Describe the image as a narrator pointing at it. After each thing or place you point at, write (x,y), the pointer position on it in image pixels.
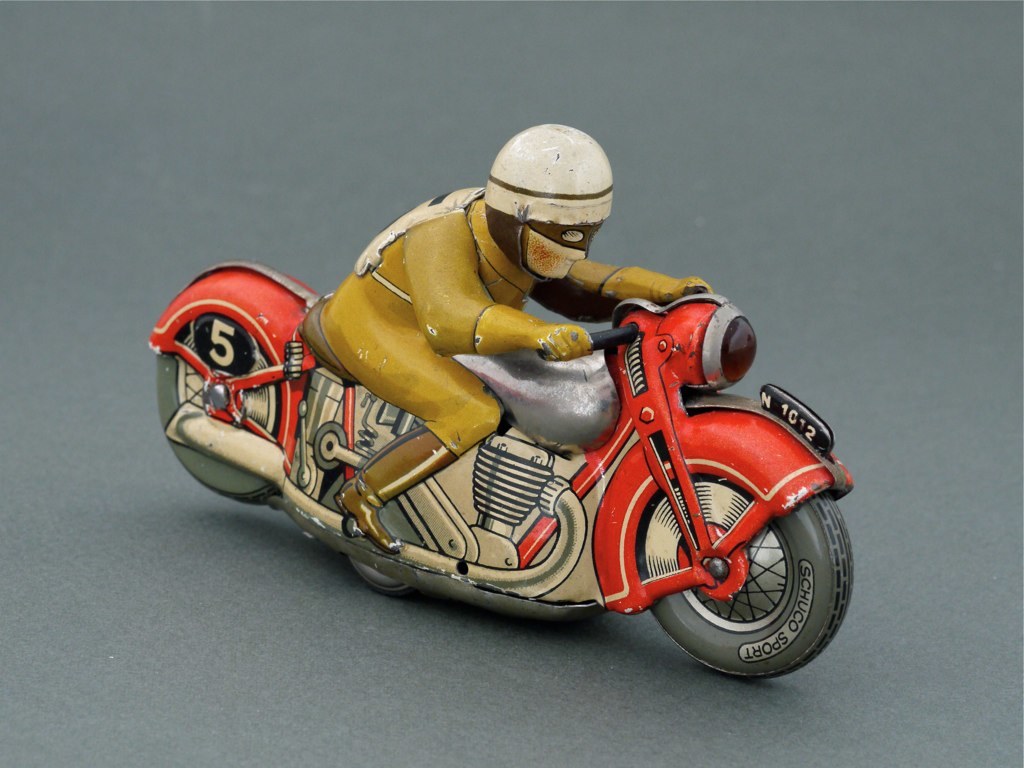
In this image I can see there is a toy (487,300) of a person (486,414) riding a motorcycle (540,456) and it is placed on the ash color surface (132,501).
